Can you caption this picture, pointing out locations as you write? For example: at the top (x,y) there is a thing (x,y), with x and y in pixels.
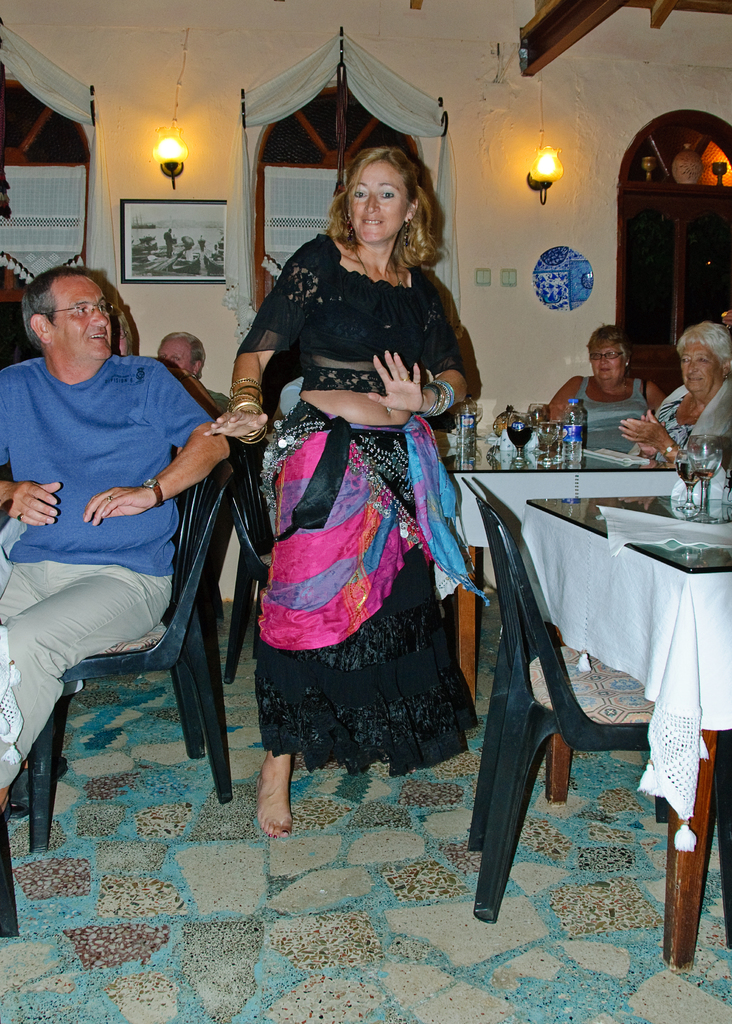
This is an indoor picture of a restaurant (453,270). As we can see there are people (140,441) sitting on a chair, in-front of them there is a table (534,473), on a table (583,454) there is a bottle (570,425). The woman (407,658) in black dress (379,310) is dancing, as we can see her legs (279,782) and hands (235,423) are in moving position. The walls (291,49) are in cream color. The light (178,162) is attached with the wall (175,190). This is a photo (198,220) with a photo frame (175,240). The curtain (281,81) is in white color. This is a window (653,278). The man (184,444) in the blue t-shirt (178,444) and white trouser (90,567) sitting on a black chair (210,701). This man (193,448) is looking towards this woman (323,288). The floor (328,861) is colorful.
